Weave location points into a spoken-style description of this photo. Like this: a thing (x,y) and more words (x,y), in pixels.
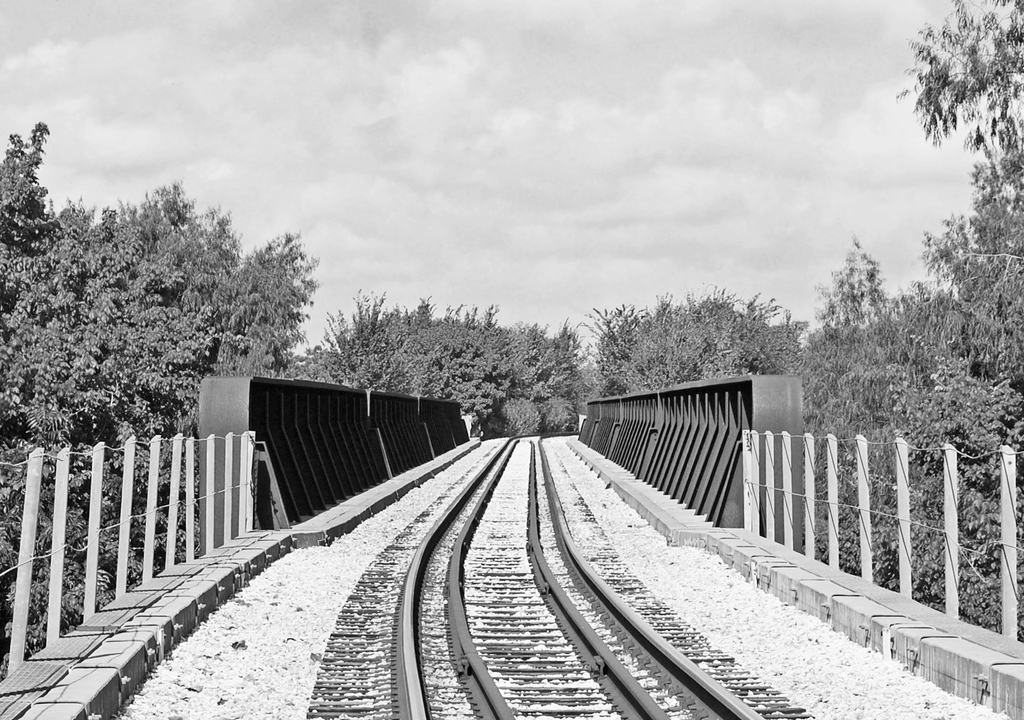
At the bottom of this image (585,593), there is a railway track (497,519). On both sides of this railway track (600,597), there is a fence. In the background (1004,226), there are trees (71,290) and there are clouds (580,129) in the sky (489,137).
